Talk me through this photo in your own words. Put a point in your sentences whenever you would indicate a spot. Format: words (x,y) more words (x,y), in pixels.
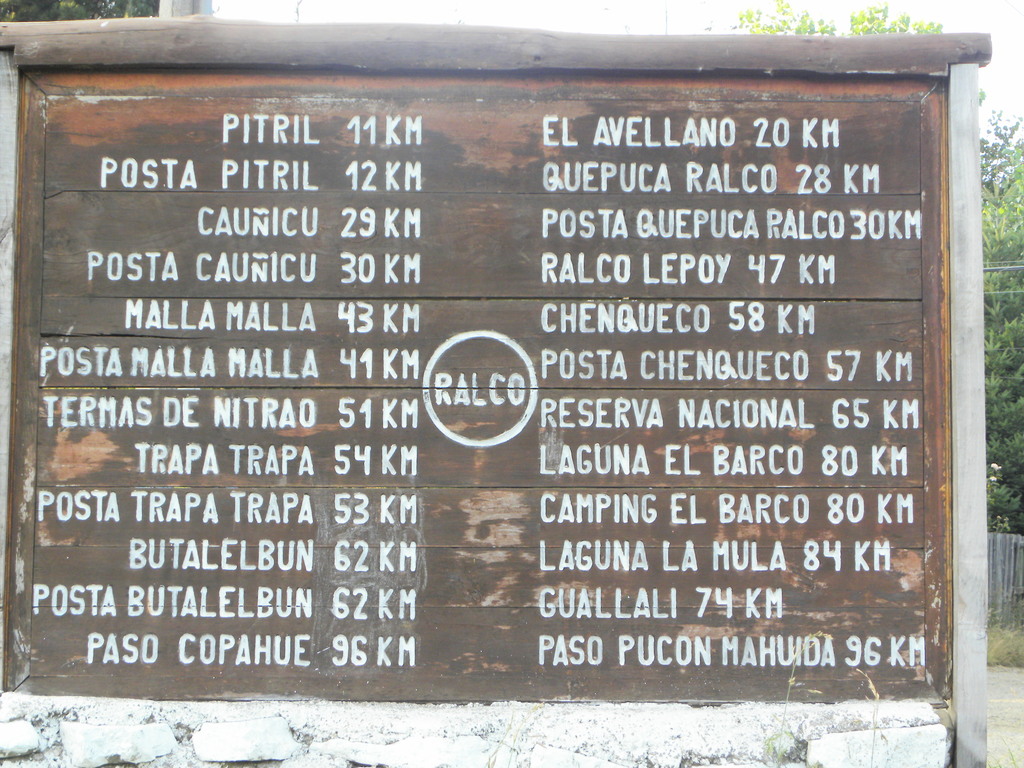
In this image we can see a board (480,266) with text (227,172) and there are few trees (992,212) and the sky (542,6) in the background (1009,410).
